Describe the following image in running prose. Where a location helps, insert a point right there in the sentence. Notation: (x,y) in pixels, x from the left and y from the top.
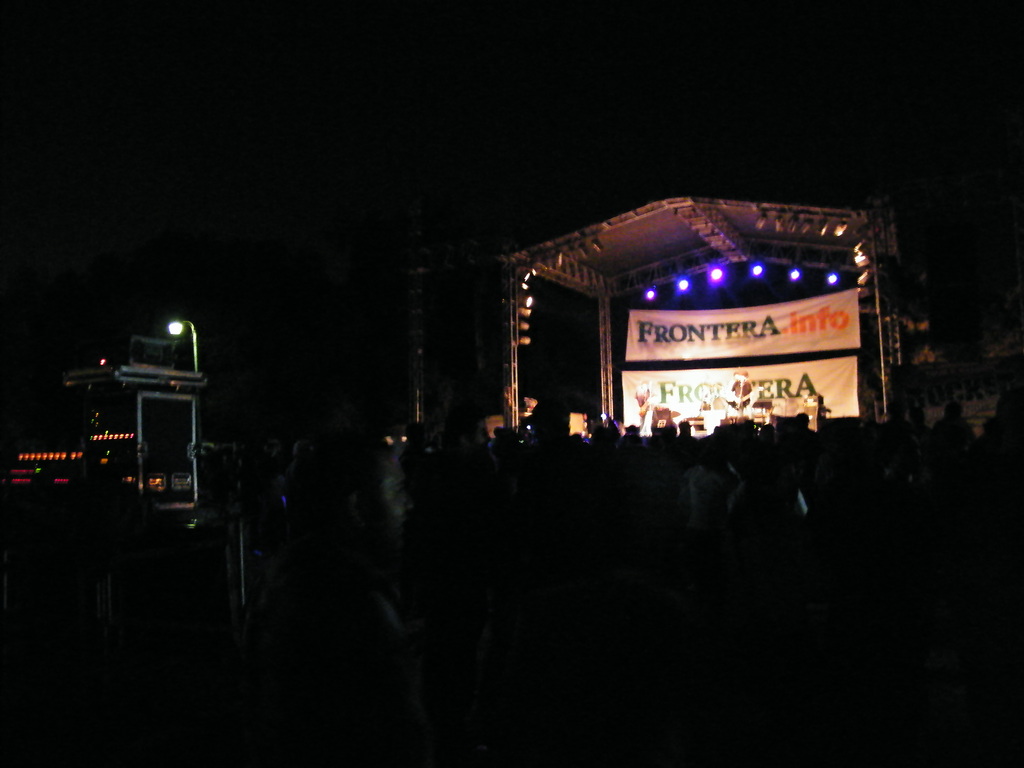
In this image, we can see a group of people (495,509). Here we can see some objects (819,417), banners (834,359), shed (606,266) with lights (780,228). Background (714,51) we can see a dark view.
